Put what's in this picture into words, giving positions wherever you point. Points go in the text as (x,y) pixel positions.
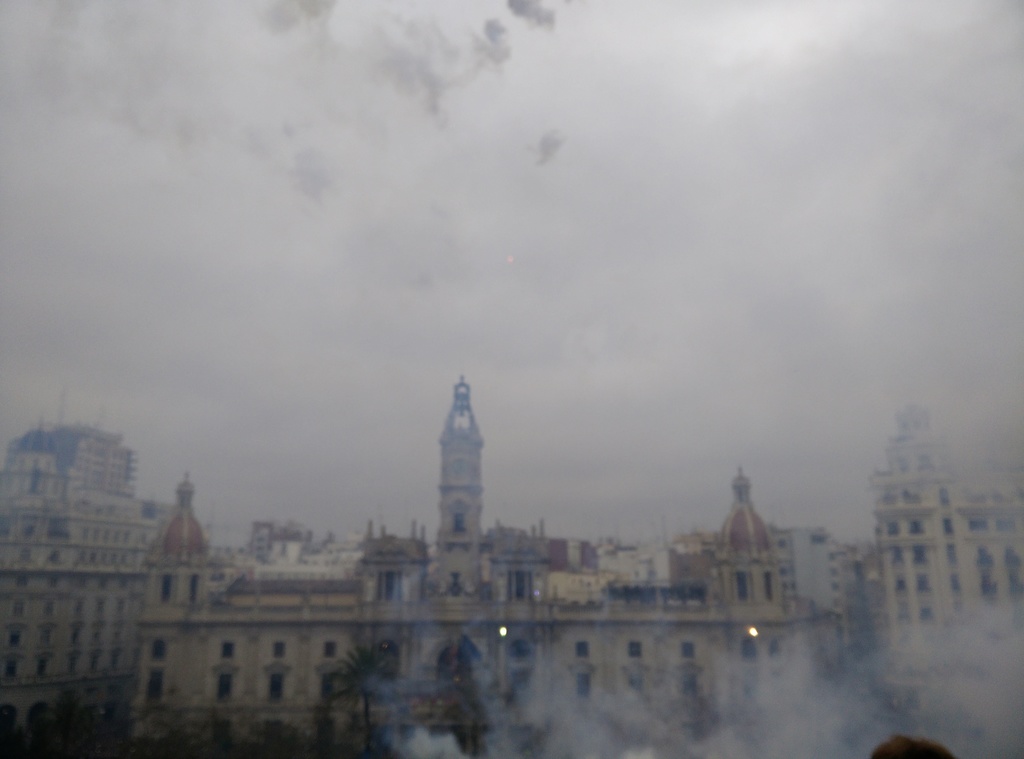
In this image, we can see some buildings (737,539). In the background of the image (331,197), there is a sky (296,445).
